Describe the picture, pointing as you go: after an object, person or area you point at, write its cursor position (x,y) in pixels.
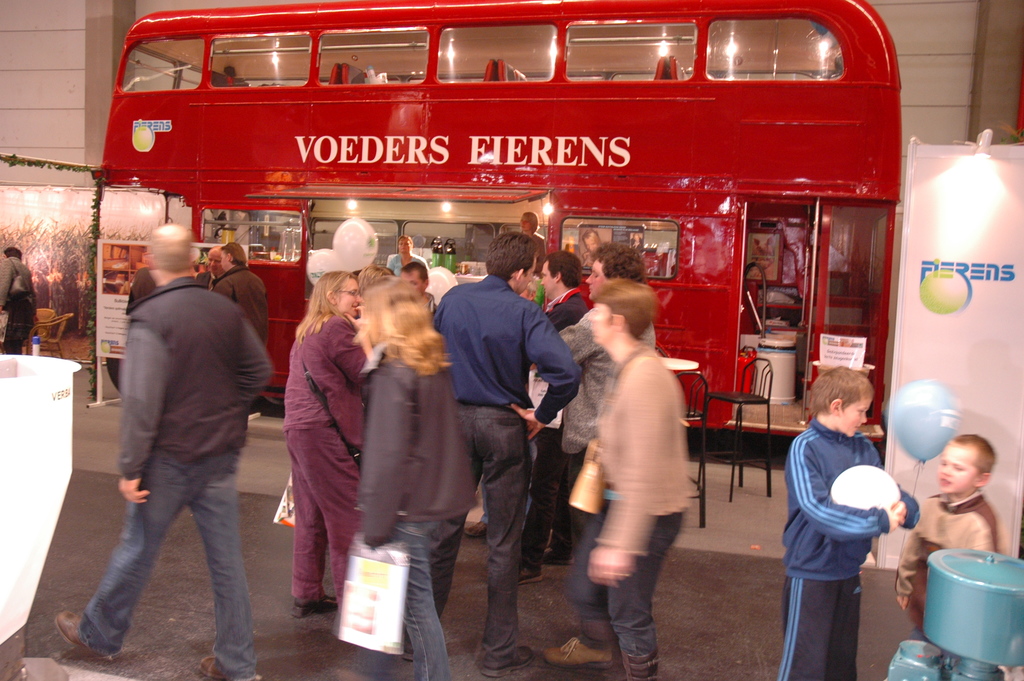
In this picture I can see number of people (484,353) in front (389,405) and on the right side (849,446) I see 2 children (918,512) who are holding balloons (914,448). In the background (617,212) I see 2 chairs (693,417), few more balloons (336,251), a red color thing (309,119) on which there is something written and I see the lights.
